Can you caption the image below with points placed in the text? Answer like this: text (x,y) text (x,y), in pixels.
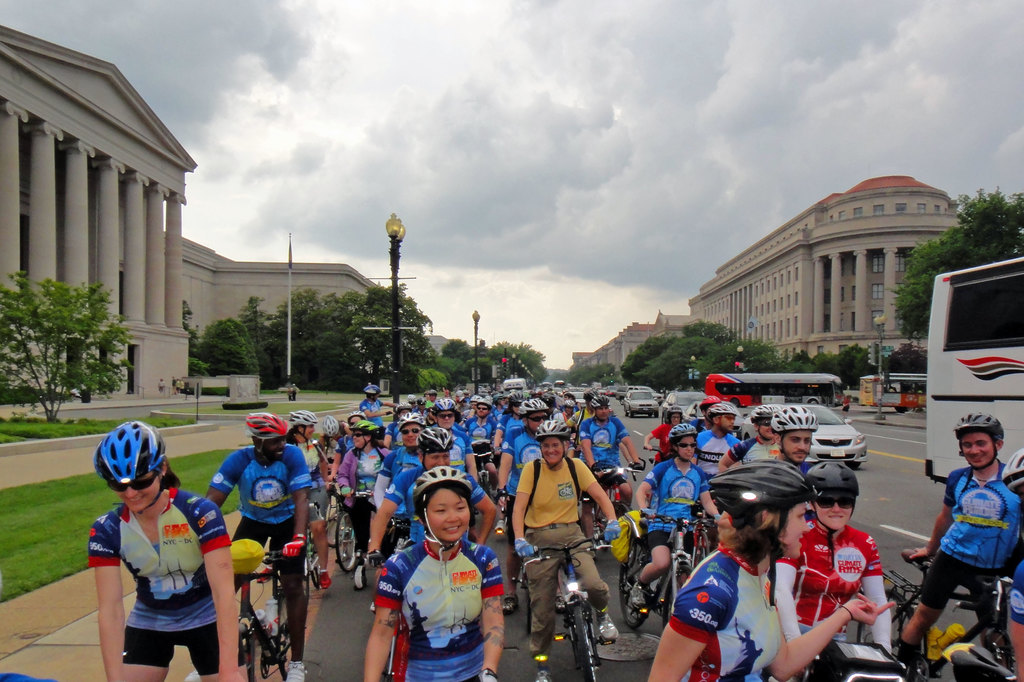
In this image I can see number of persons (459,515) wearing helmets (465,474) are riding their bicycles (585,592) on the road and I can see few other vehicles (723,387) on the road (899,448). In the background (297,381) I can see few buildings (334,274), few trees (443,380), few black colored poles (394,366) and the sky (513,157).
